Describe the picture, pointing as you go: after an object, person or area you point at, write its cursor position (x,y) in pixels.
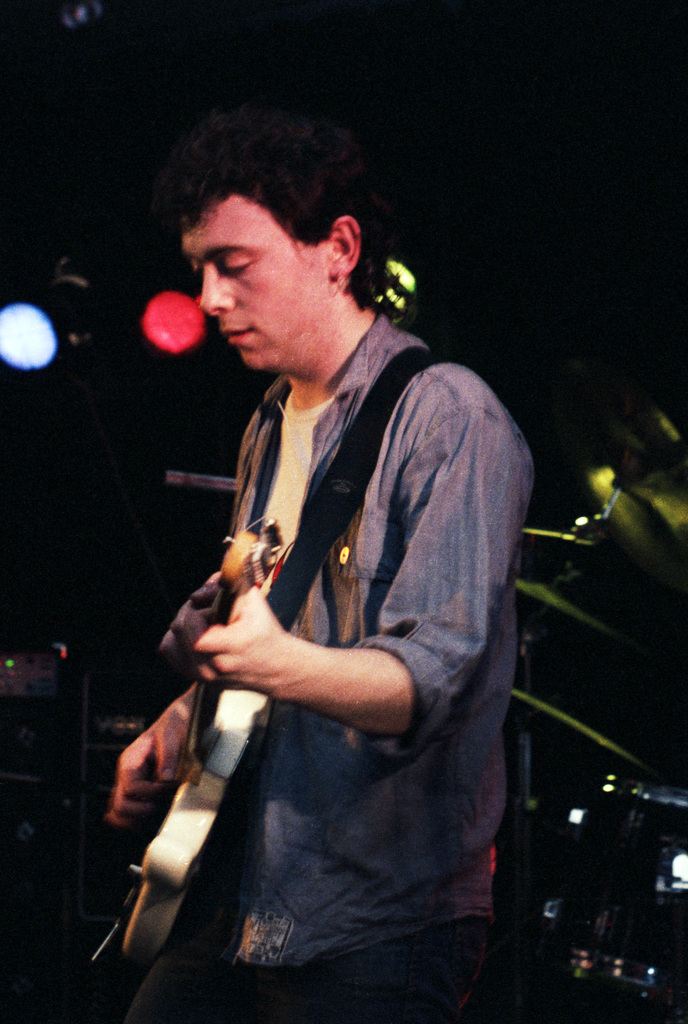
In this image In the middle (381,589) there is a man (357,628) he is playing guitar (188,882) he wear shirt (411,521), trouser (417,938) and t shirt (286,471). In the background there are lights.
